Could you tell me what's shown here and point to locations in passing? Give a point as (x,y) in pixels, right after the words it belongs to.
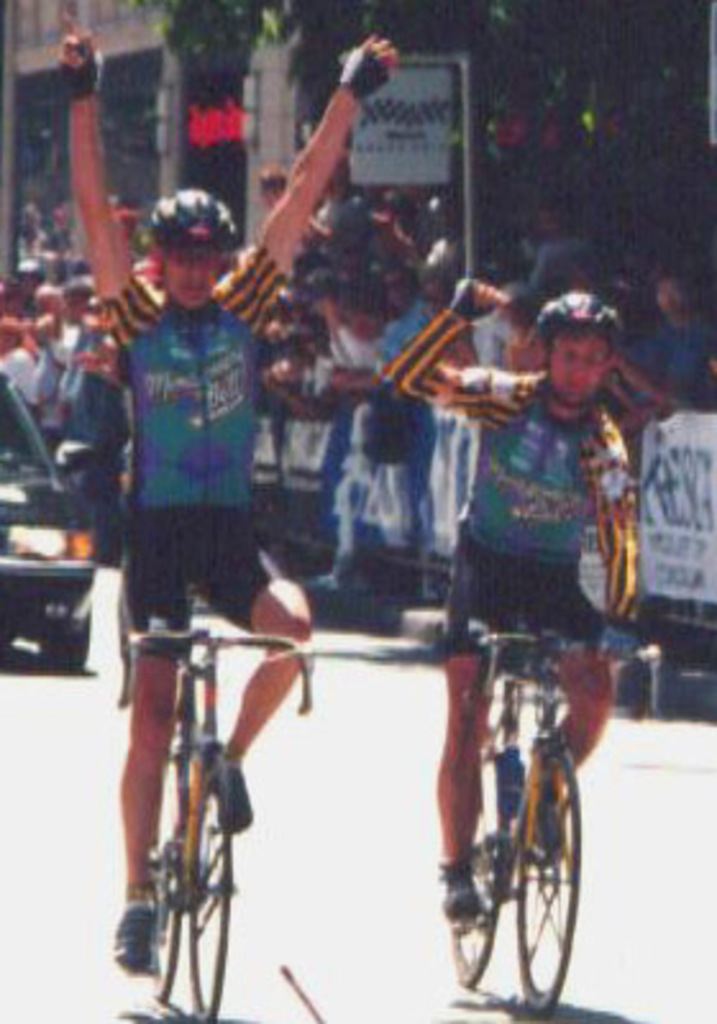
In this image we can see two persons (235,430) are riding bicycle (561,937) on the road (633,913). In the background (264,407) we can see few persons (264,407) are standing at the fence (347,426), car (56,462) on the road (529,1013), hoardings (273,448), building (184,97), trees (337,48) and a board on a pole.
